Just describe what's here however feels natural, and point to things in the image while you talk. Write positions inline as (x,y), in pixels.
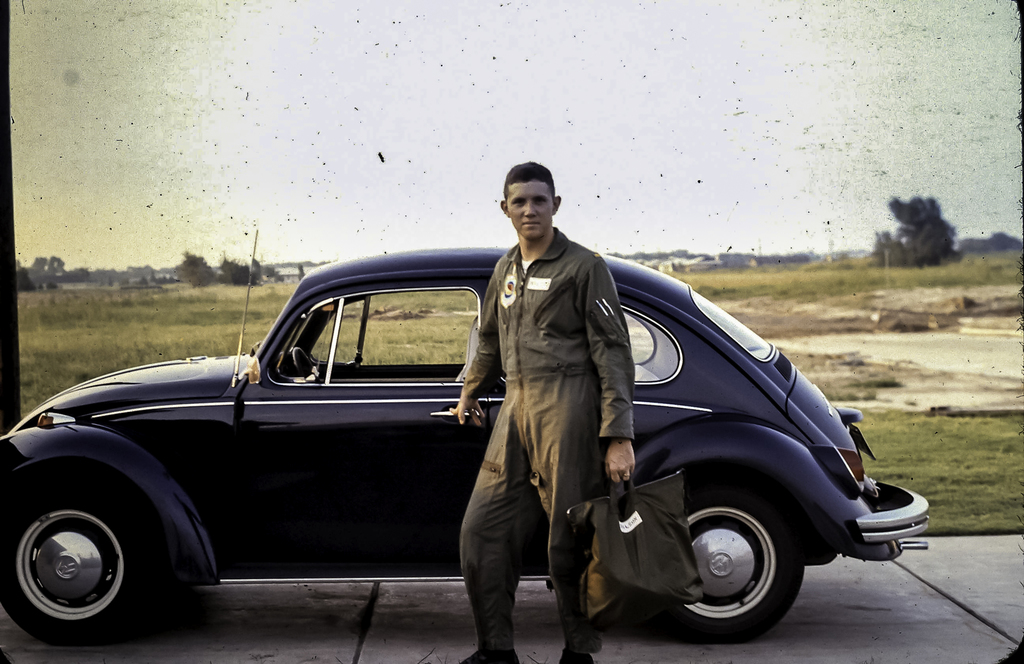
In the image we can see a man (596,408) standing, wearing clothes (488,538) and carrying bag (608,533). Here we can see the vehicle (220,469), road (964,571), grass (949,450), trees (912,237) and the sky (206,190).
